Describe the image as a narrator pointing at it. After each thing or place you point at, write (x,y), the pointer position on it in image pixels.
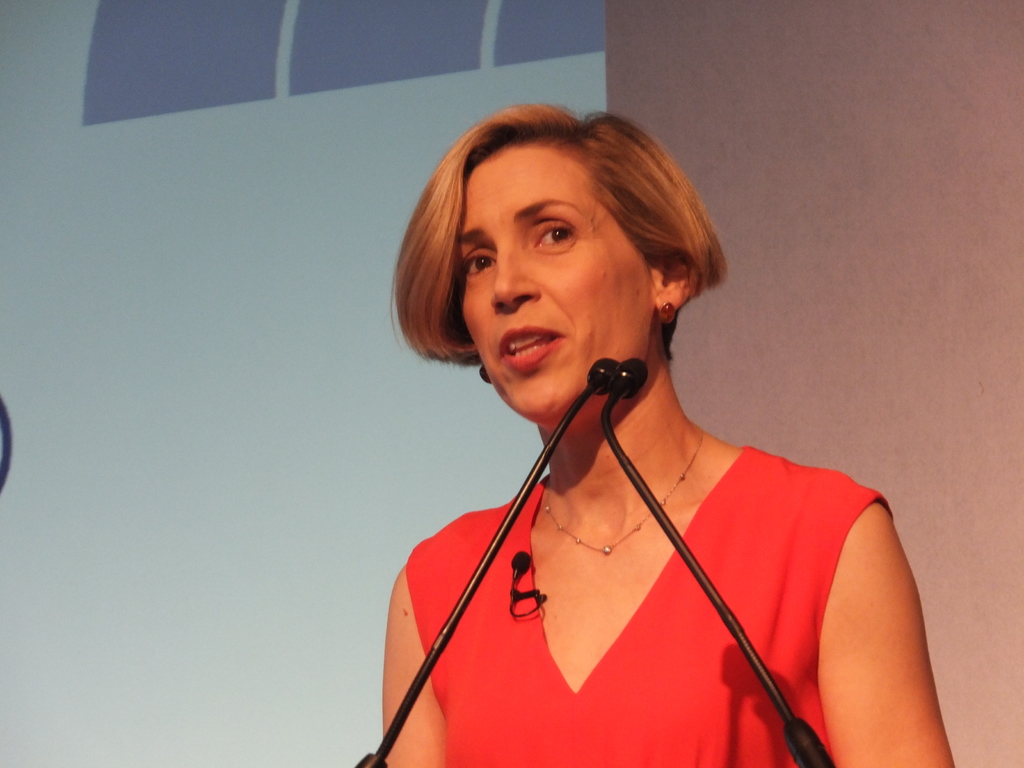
In this image we can see a woman (623,673). She is wearing a red color top (637,671) and jewelry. In front of her, we can see mics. In the background (713,215), we can see a wall (831,214) and screen (324,529).
